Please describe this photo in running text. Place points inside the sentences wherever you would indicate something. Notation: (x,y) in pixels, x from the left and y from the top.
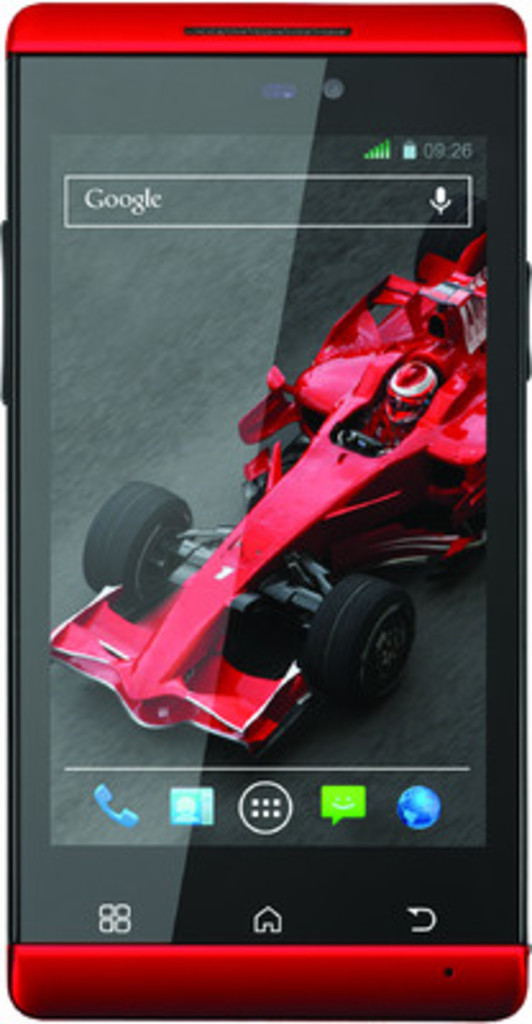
In this picture we can see the display (57,390) of a mobile phone (469,543) with a car wallpaper (338,673) and different icons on the screen (183,699).
